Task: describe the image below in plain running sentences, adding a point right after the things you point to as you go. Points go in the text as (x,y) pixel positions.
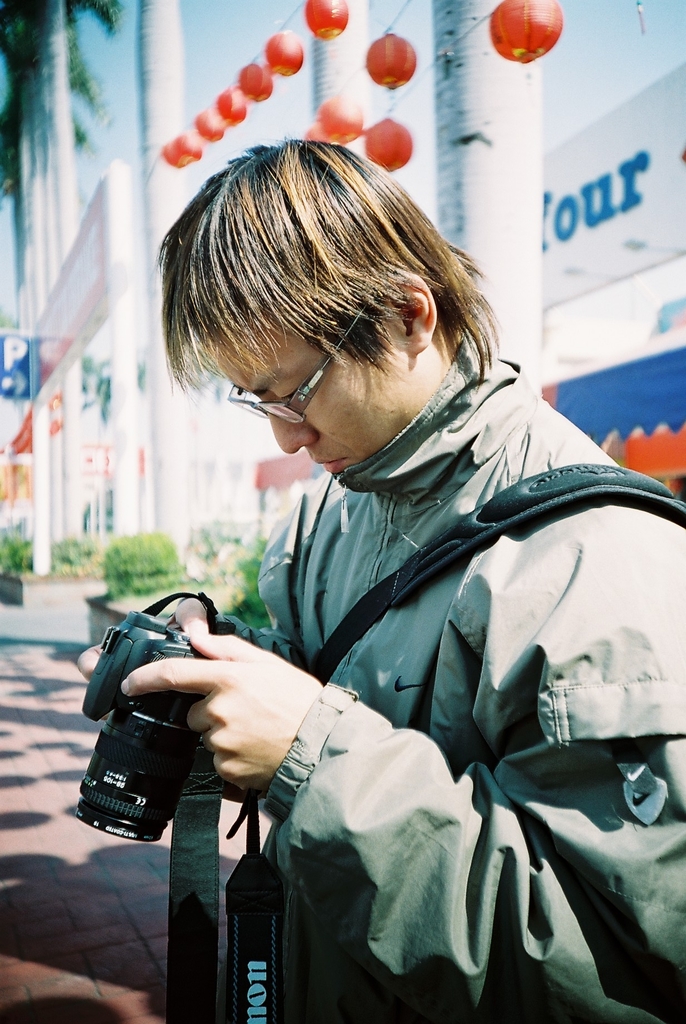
As we can see in the image there is a building (623,288) and a man (399,736) holding camera (182,779).
